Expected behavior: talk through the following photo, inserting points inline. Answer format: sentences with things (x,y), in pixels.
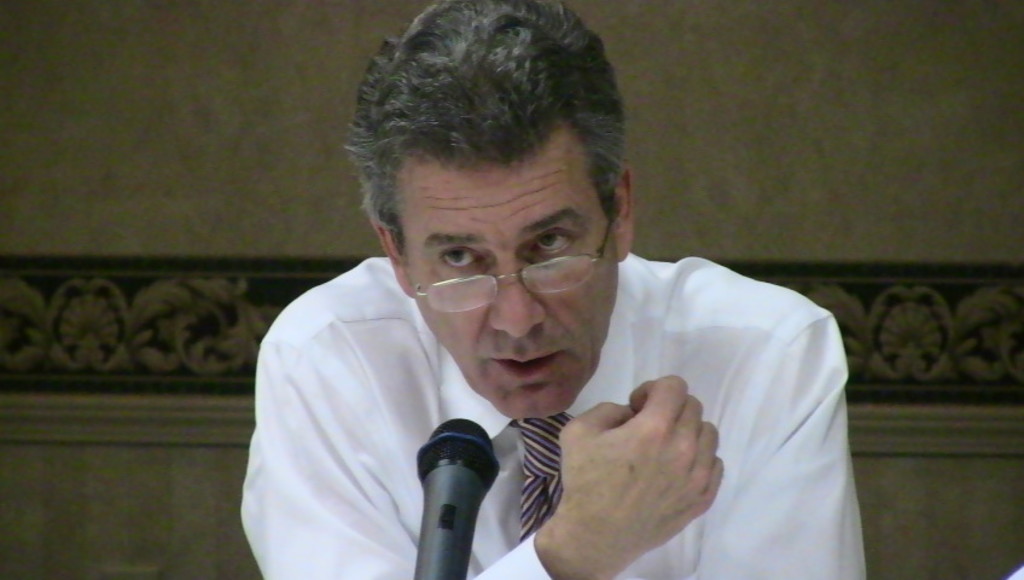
In this picture we can see a man (509,398) with spectacles (554,275) and he is in the white shirt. In front of the man (532,462), there is a microphone (444,524). Behind the man (351,353), there is a wall (293,268).
